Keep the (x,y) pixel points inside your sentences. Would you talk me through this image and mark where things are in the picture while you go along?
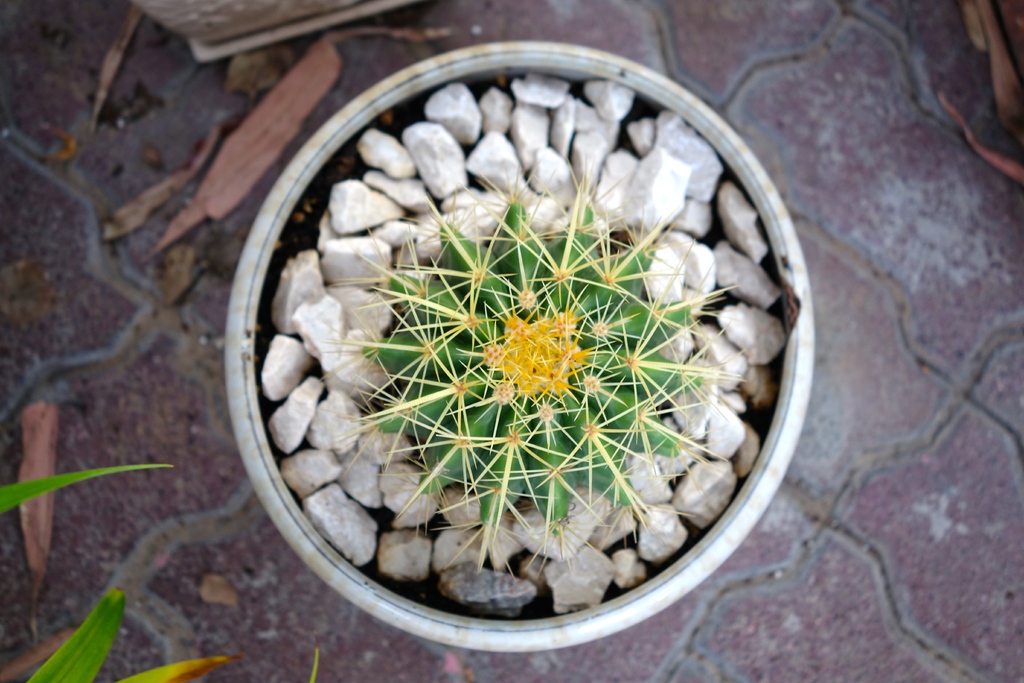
In the center of the image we can see one plant pot (680,342). In the plant pot (621,346), we can see one plant (518,324) and stones (667,185). Around the pot (307,181), we can see dry leaves (320,102), green leaves (81,669) and a few other objects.
